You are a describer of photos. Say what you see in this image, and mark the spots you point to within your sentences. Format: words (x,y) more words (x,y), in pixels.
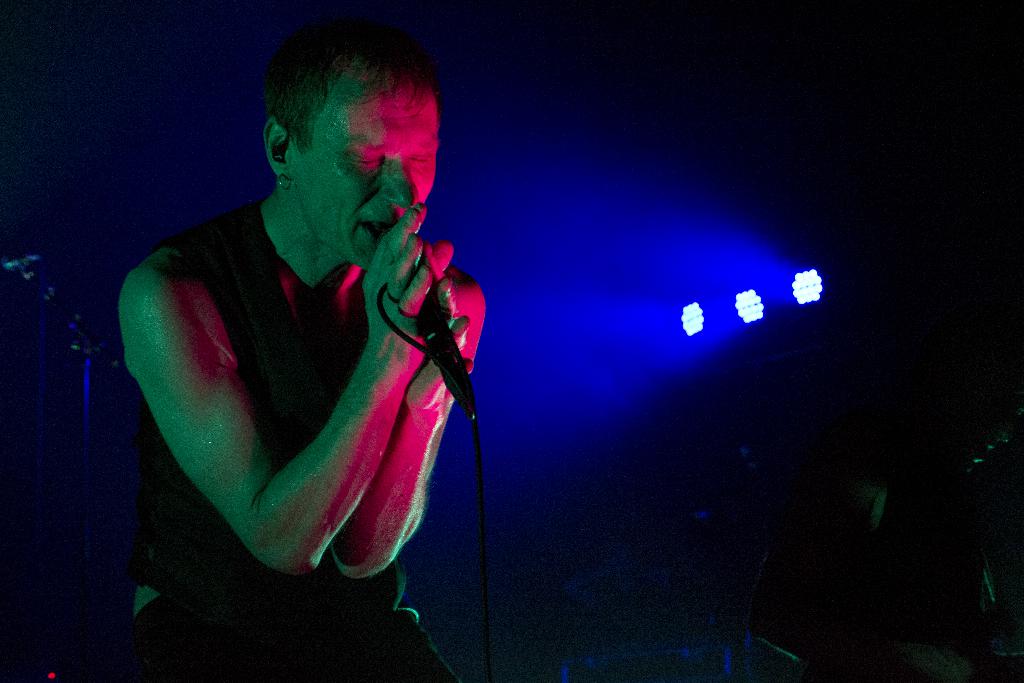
In this image, we can see a person (255,300) holding a mic (436,347) and in the background (51,301), there is a stand (40,331) and we can see some lights (763,314).
